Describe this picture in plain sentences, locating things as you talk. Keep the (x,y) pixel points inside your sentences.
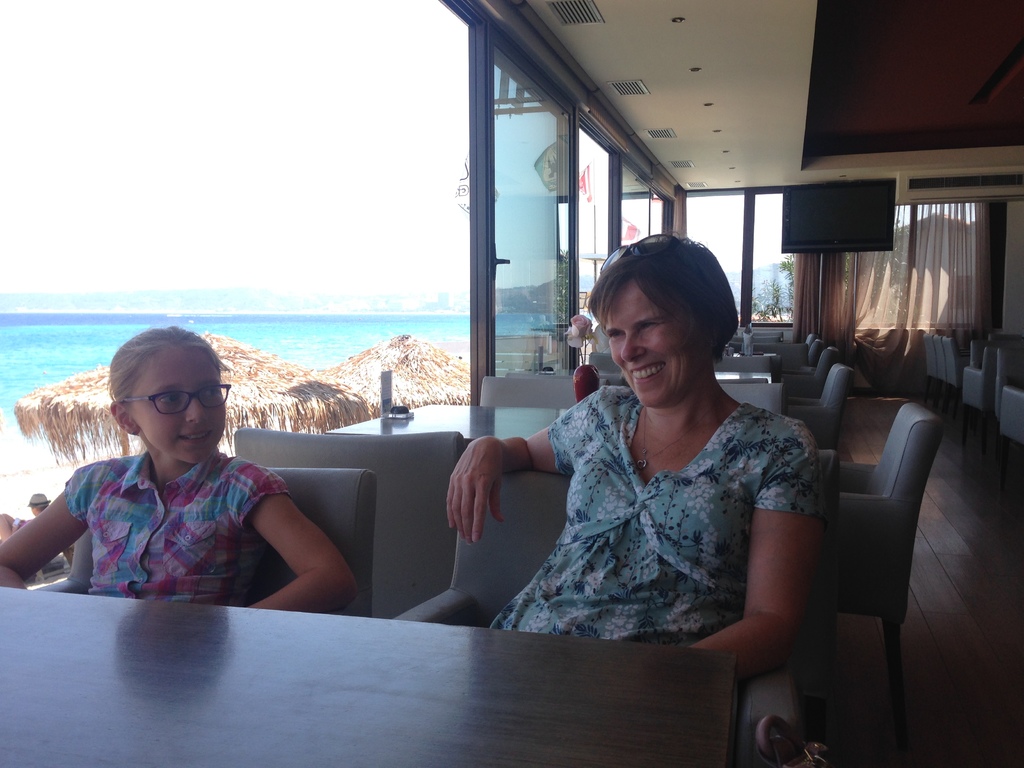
In this picture we can see woman (561,449) and girl (219,483) sitting on chair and they are smiling and behind them on table (513,427) we have vase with flower (569,342) in it and in background (572,199) we can see curtains (816,278) to windows (775,261), water (413,323), huts (373,365), sky (231,154), television (810,227).
